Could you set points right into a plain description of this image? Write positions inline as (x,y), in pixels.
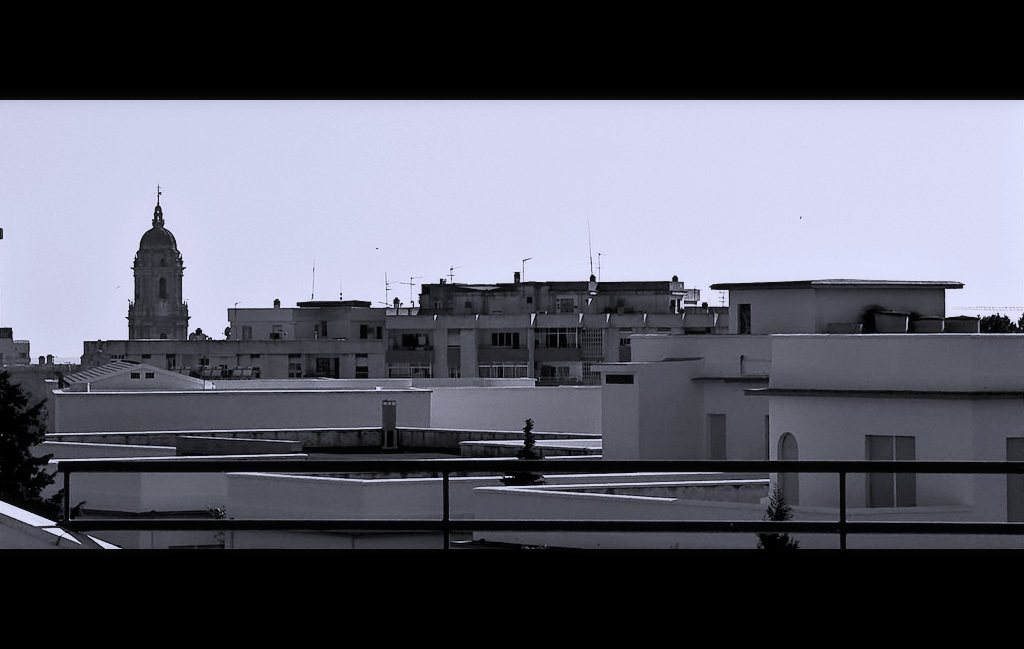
In the picture we can see buildings (477,337) and a historical building (155,223) beside it and in the background (520,272) we can see a sky (296,278).
